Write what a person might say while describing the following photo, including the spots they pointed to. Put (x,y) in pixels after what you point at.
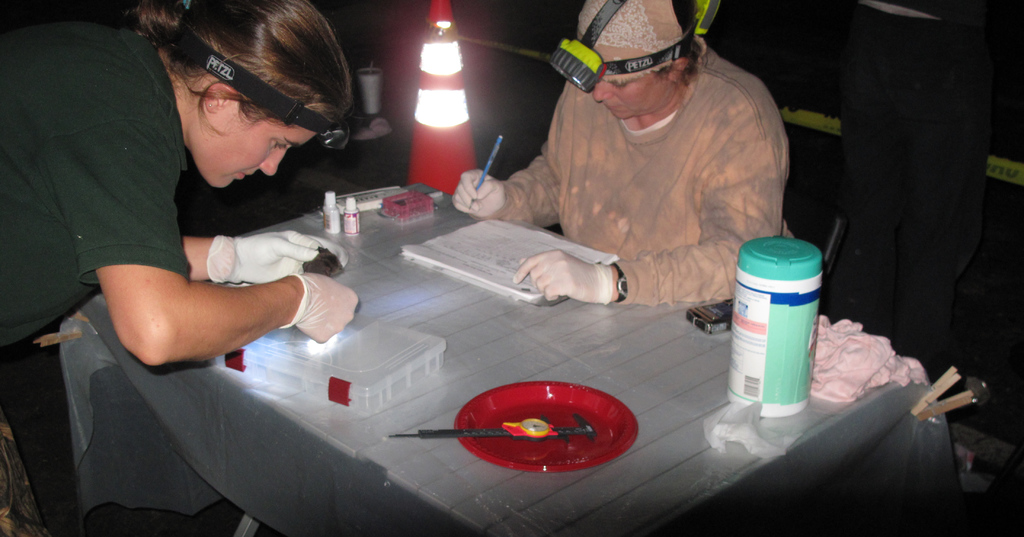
In this picture we can see two persons (119,251) doing some work. In front of the two persons (480,176), there is a table (436,470) covered with a cloth (477,492) and to the cloth (208,388) there are clothes pegs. On the table (208,388), there are papers (498,275), box (329,389), plate (499,444), cloth (824,370) and some objects (763,312). Behind the people (299,262), there is a traffic cone (436,80), caution tape (475,38) and an object (373,79). In the top right corner of the image (865,21), those are looking like legs (890,195) of a person (897,173).
